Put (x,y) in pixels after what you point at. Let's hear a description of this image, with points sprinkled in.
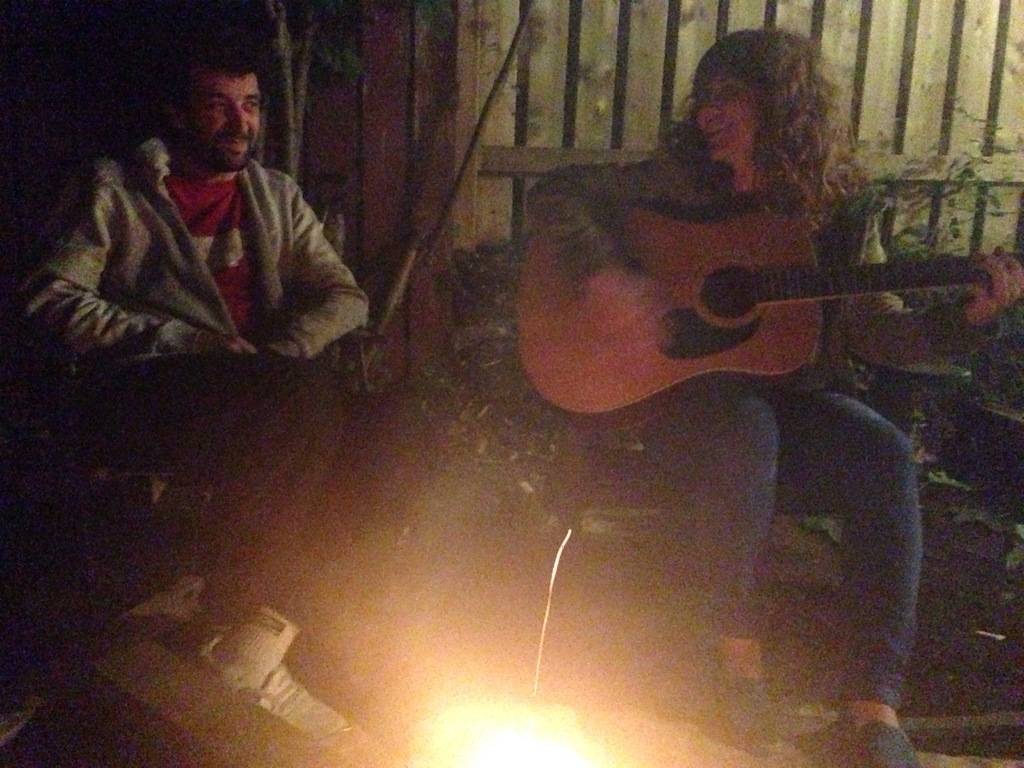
In this picture there is a woman (669,192) sitting and playing guitar (786,313) and there is a man (296,512) sitting. In the foreground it looks like fire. At the back (592,80) there is a wooden railing (363,90) and there are plants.
